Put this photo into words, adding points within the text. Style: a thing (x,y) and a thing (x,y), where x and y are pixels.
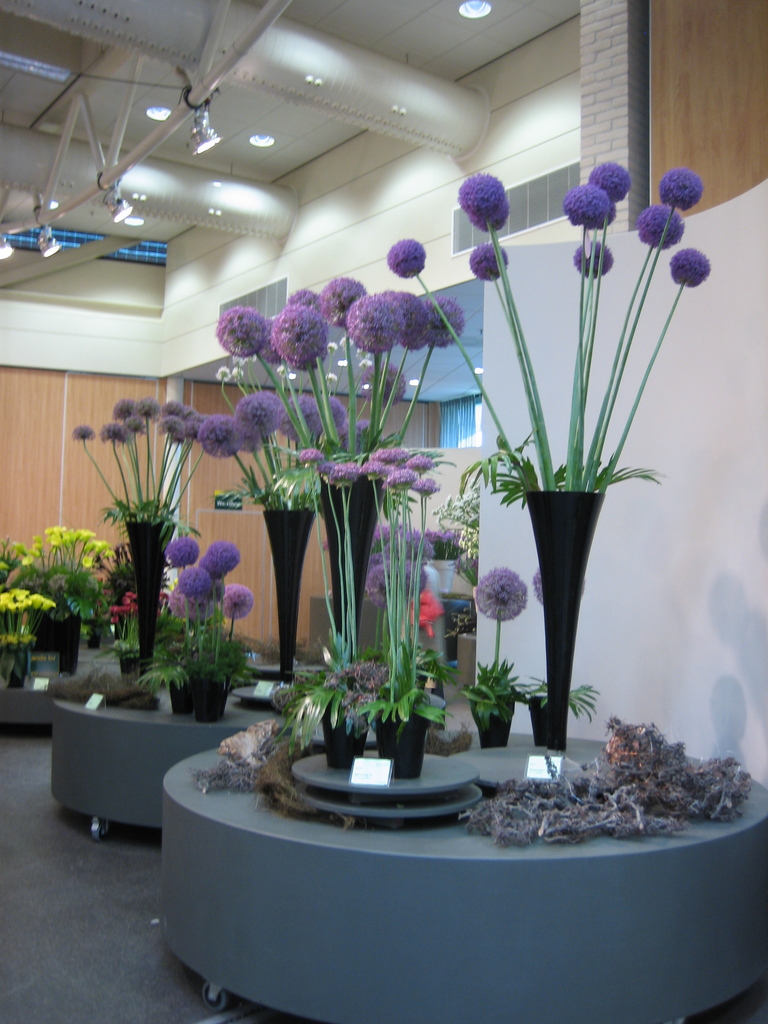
In this picture we can see flower vases (335,576) and in the background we can see a wall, lights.
